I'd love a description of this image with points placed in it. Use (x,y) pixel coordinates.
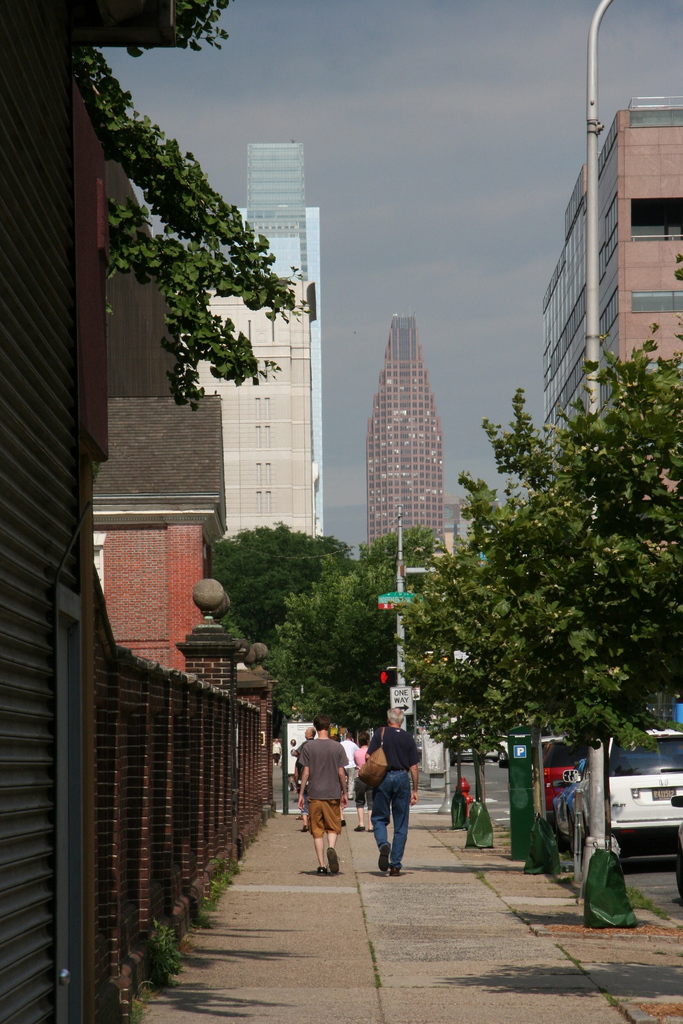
In this image we can see a sidewalk (337,924). On the sidewalk (374,846) few people (332,746) are walking. On the left side (169,801) there is a wall (216,739), tree (148,173) and buildings (209,500). On the right side (517,645) there are trees (564,729), poles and vehicles (632,812) on the road (412,810). Also there are buildings (427,410). In the background (353,173) there is sky (434,291).
